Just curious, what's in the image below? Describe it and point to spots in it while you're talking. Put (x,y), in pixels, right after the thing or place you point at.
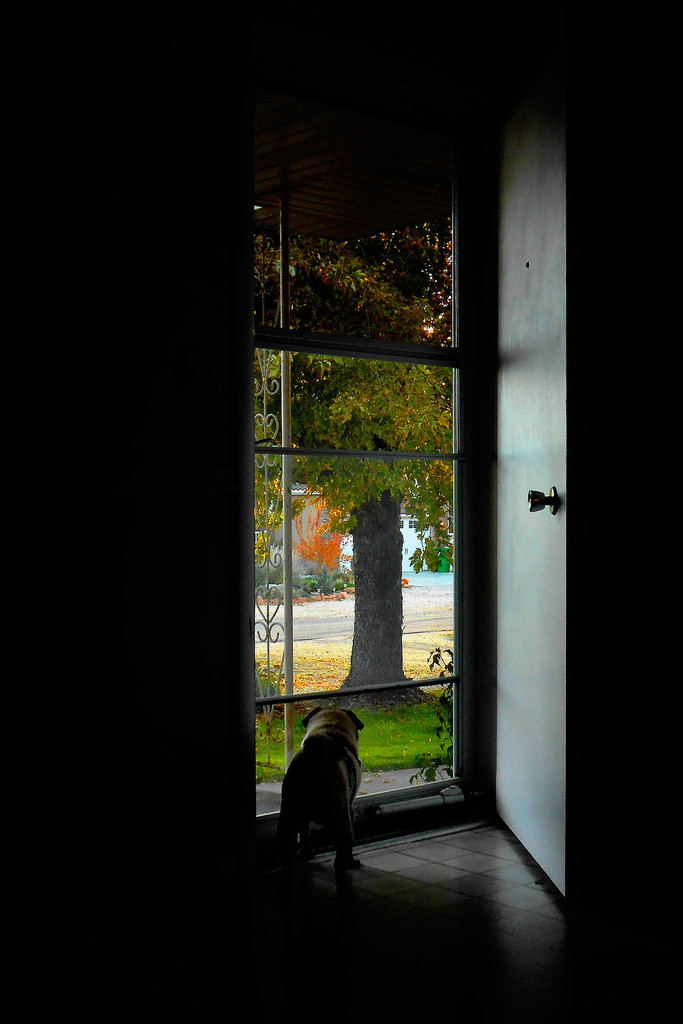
In this image we can see a dog (337,809) on the floor (311,863) beside a door (264,832). We can also see some grass (378,761), a tree (366,638), plants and some poles (285,302).
